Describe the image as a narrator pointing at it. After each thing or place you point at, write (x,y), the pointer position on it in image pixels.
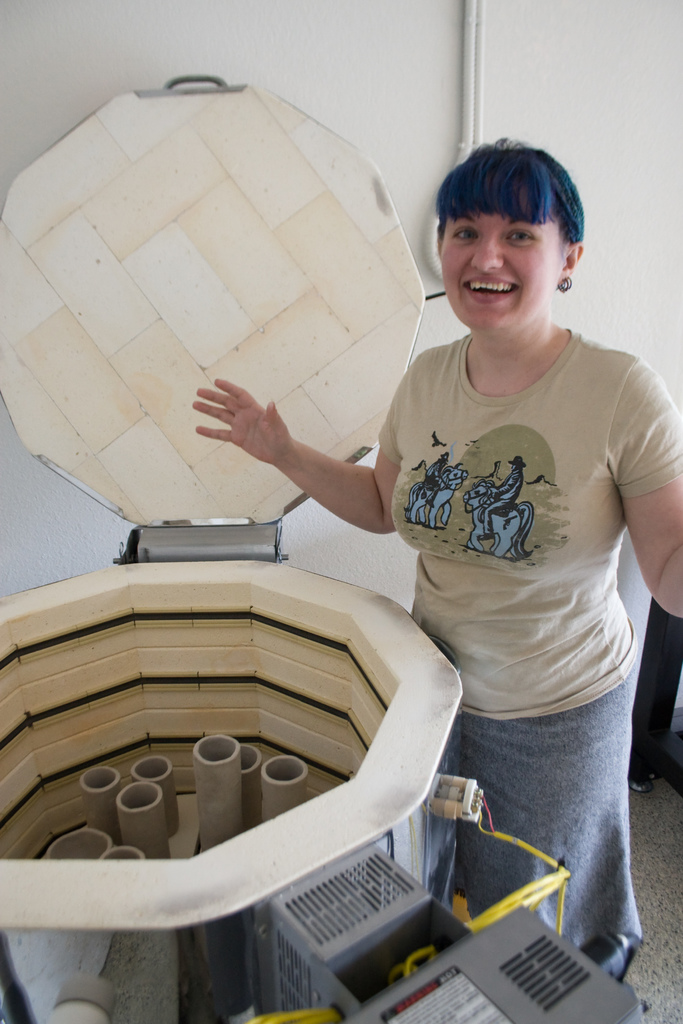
In this image I can see the person (529,631) with the dress (556,602). In-front of the person (540,578) I can see the machine (276,1002) and I can see the white wall (442,125) in the back (647,138).
